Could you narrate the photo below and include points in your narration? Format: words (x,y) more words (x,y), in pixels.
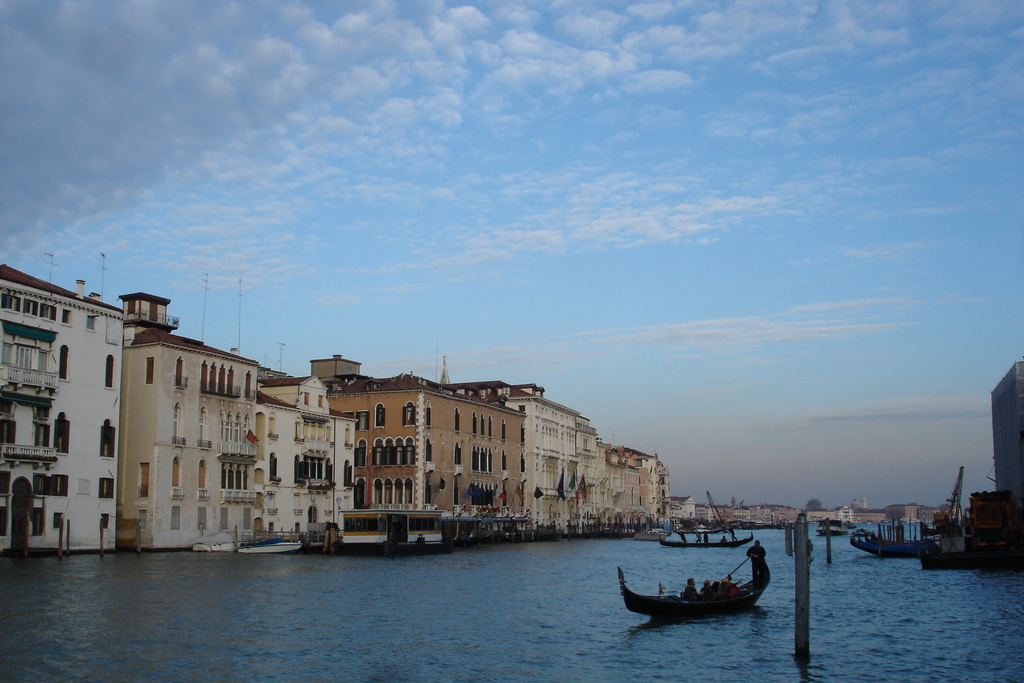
In this picture we can see a clear blue sky (631,204) and the clouds (143,137). In the background (723,516) we can see the buildings (789,514). On the left side of the picture (151,454) we can see the buildings (431,455), poles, flags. In this picture we can see the boats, poles (788,550), people (729,581) and the water (604,594). On the right side of the picture (1003,480) we can see a building (1009,470) and a crane (953,503).
